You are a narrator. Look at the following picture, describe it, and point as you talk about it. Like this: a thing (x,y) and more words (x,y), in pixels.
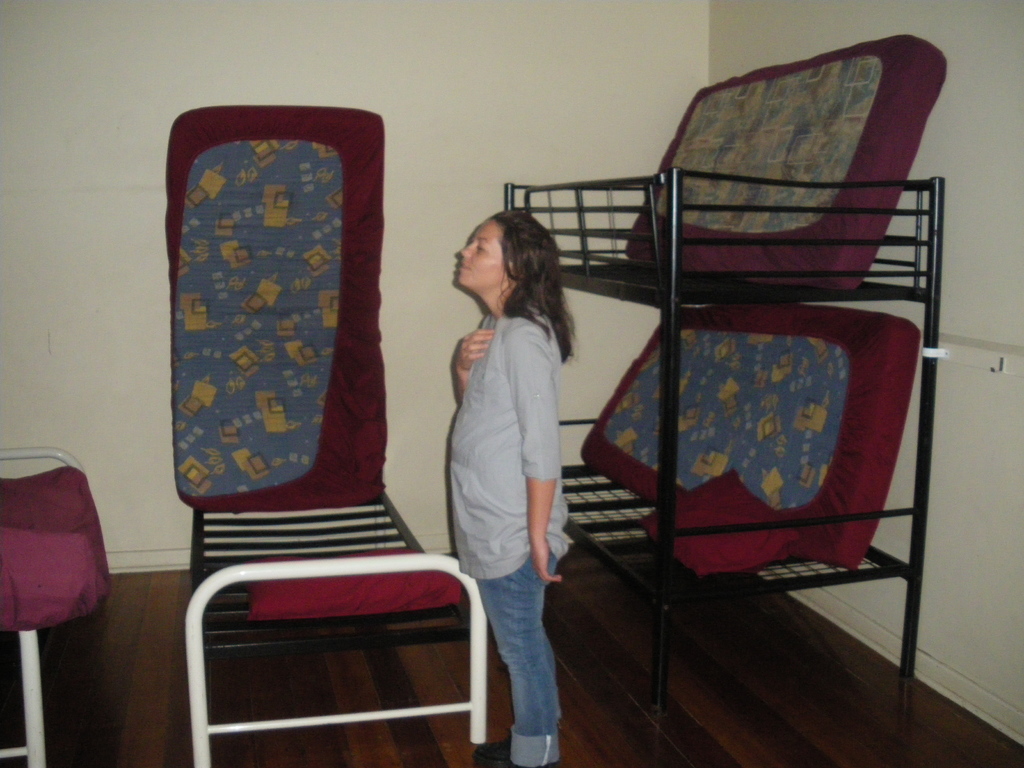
This image is taken indoors. At the bottom of the image (719,681) there is a floor (139,663). In the background (372,68) there is a wall (607,121). In the middle of the image (472,375) a girl (507,431) is standing on the floor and there are three beds (404,564) with mattresses (808,428) and bed sheets (53,557).
